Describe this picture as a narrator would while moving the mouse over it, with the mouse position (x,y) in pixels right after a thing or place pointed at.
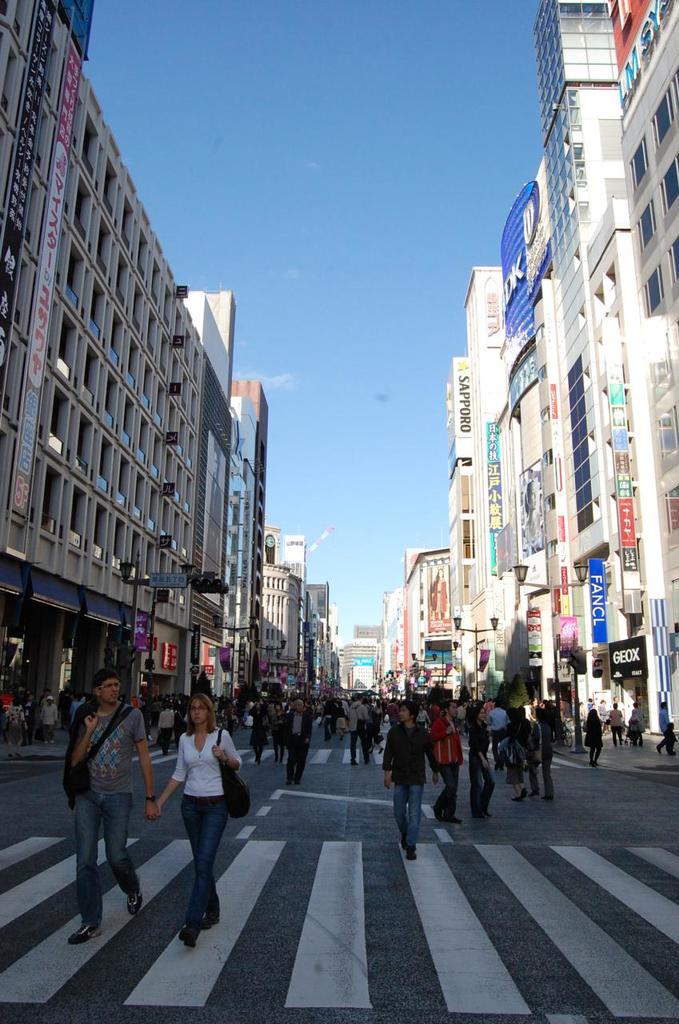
In this image I can see group of people (193,793). There are buildings (379,643), name boards (538,244), lights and in the background (387,264) there is sky (395,125).
